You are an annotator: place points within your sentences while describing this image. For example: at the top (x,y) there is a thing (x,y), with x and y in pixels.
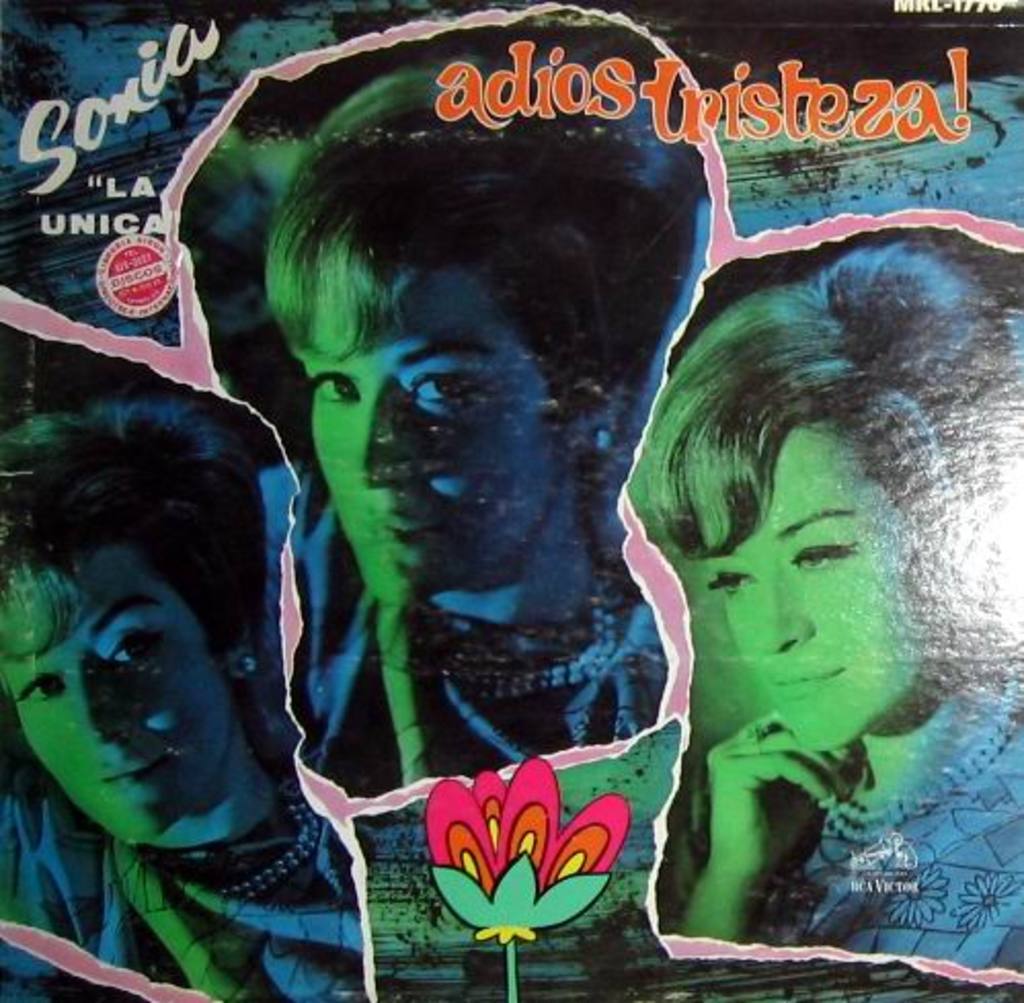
In this image in the front (496,771) there is a flower (533,909) which is an animated and graphical image and in the center (389,553) there are collages (283,622) of three pictures (353,587) in which the person (365,577) is smiling and on the top (651,84) there is some text (116,93) on the image.
